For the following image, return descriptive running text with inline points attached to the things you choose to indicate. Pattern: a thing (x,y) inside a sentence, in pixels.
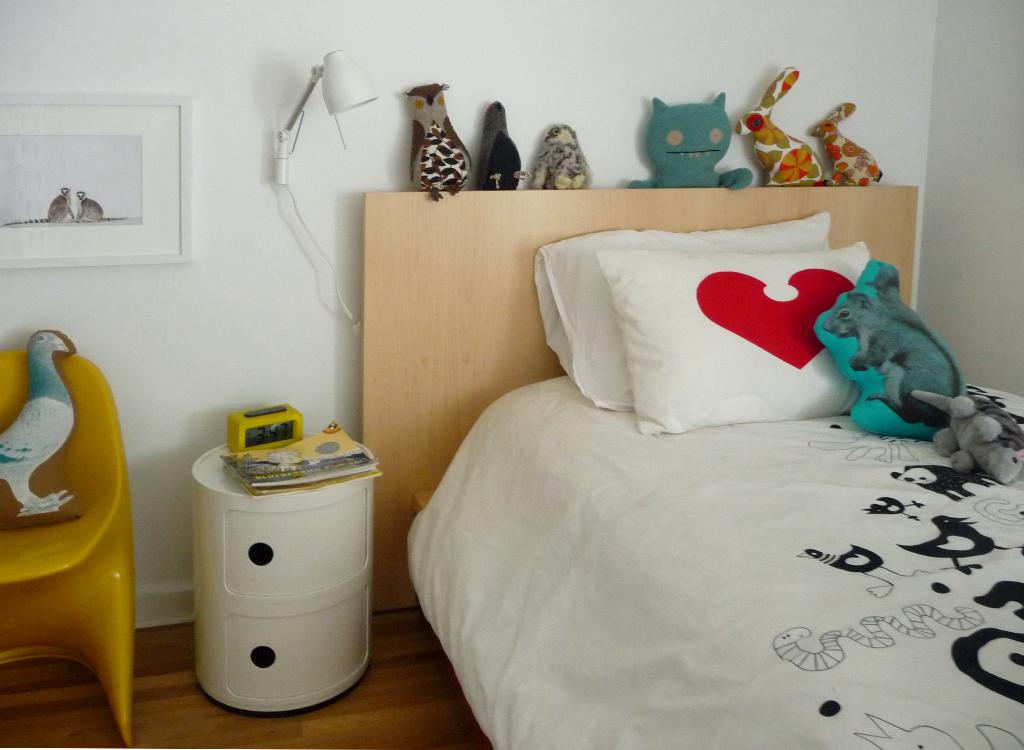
In the picture I can see a bed (736,574) which has pillows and soft toys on it. I can also see a light object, a photo frame (180,247) and some objects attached to the wall (195,211). This is an inside view of a room (330,399).
